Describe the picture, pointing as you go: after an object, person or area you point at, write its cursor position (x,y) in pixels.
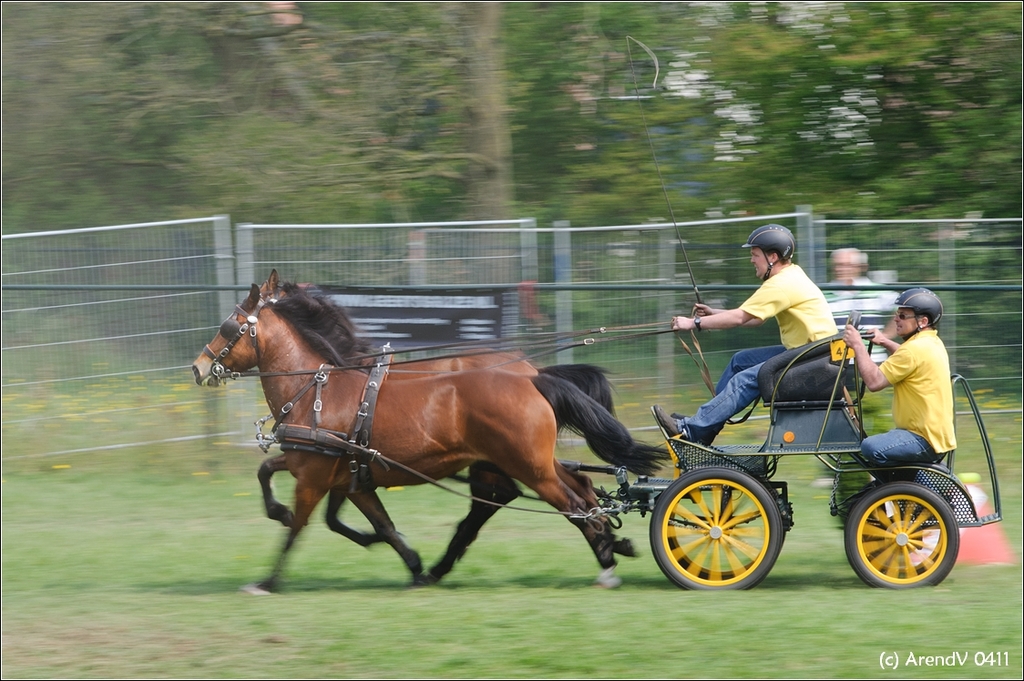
In the foreground of the image (791,303), there are two person (788,243) sitting on the horse cart (747,474) and riding. In the middle of the image (470,229), there is a fence (986,333) of rod (996,379). In the background of the image (424,210), there are trees (872,38) visible and a sky (728,159) is visible white in color. In the bottom of the image (69,506) and both side, the grass (888,604) is covered. This image is taken during day time.
